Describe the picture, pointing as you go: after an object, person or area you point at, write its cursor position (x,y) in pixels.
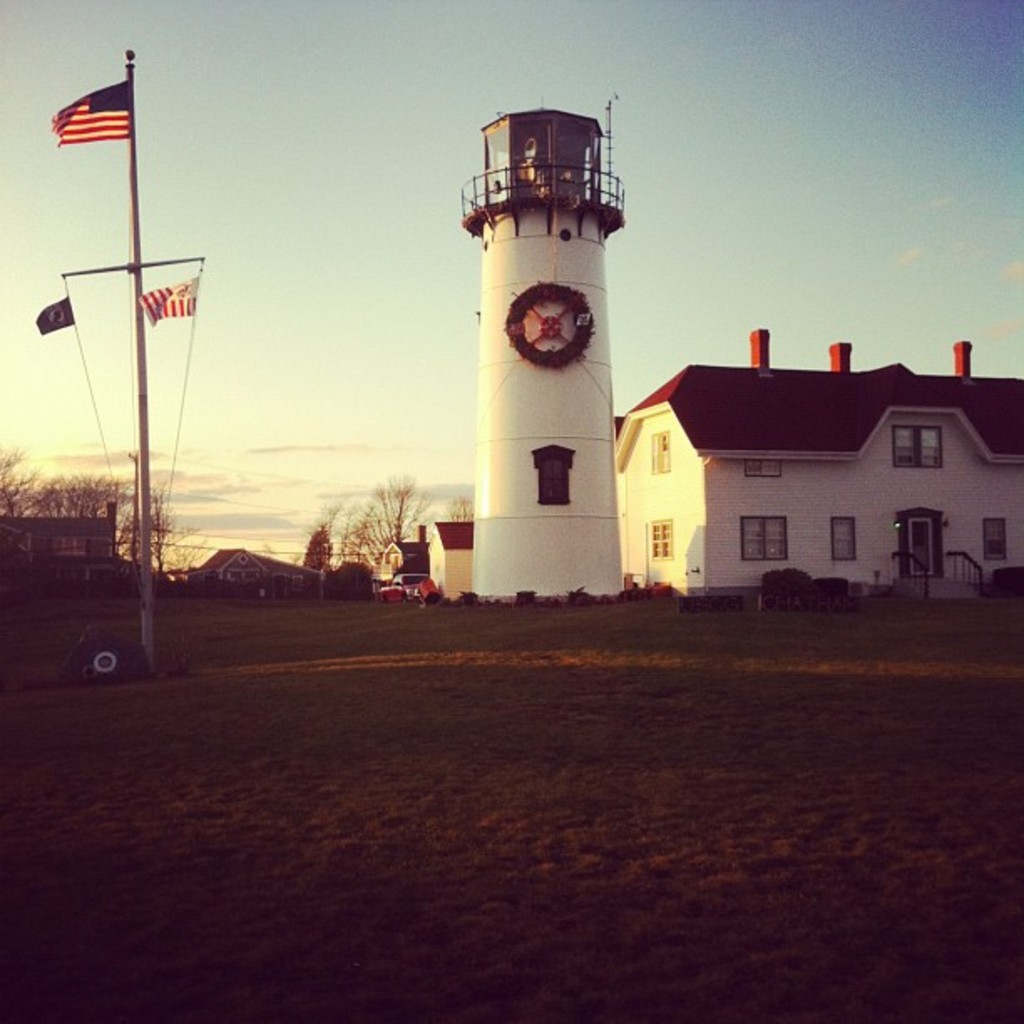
In this image there is a pole (133,195) on the left side (198,286) which has three flags (146,300) to it. On the right side (850,495) there is a building (803,501) with the windows (775,540) and there is a tower (542,385) beside the building (736,548). At the bottom (454,826) there is a ground (469,735) on which there is grass (371,688). At the top (341,151) there is sky (324,471). In the background (227,563) there are houses (418,560) and there are trees (315,547) in between them.
